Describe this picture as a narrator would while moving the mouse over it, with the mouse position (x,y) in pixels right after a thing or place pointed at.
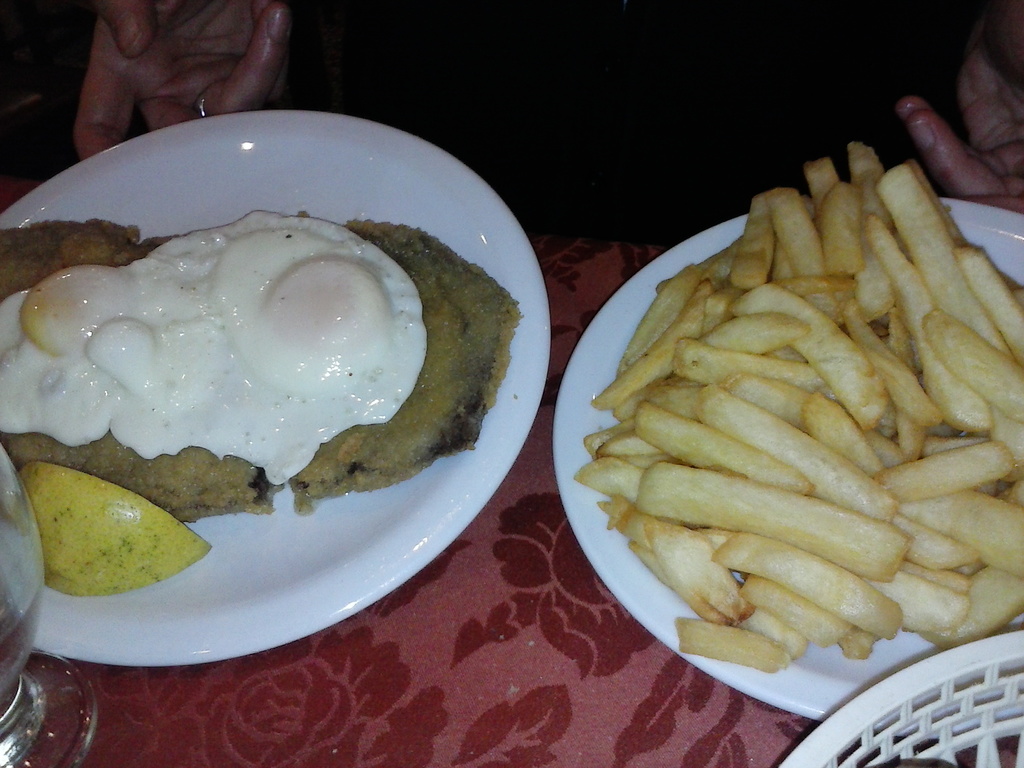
In this image we can see french fries (766,453) is kept in white color plate (830,668) and a breaded cutlet (124,457) with fried eggs (211,426) is kept in the other plate (288,539). Left bottom of the image (13,728) glass (60,701) is there on red color surface (370,717). Top right and left sides of the image human hands (235,59) are present.
